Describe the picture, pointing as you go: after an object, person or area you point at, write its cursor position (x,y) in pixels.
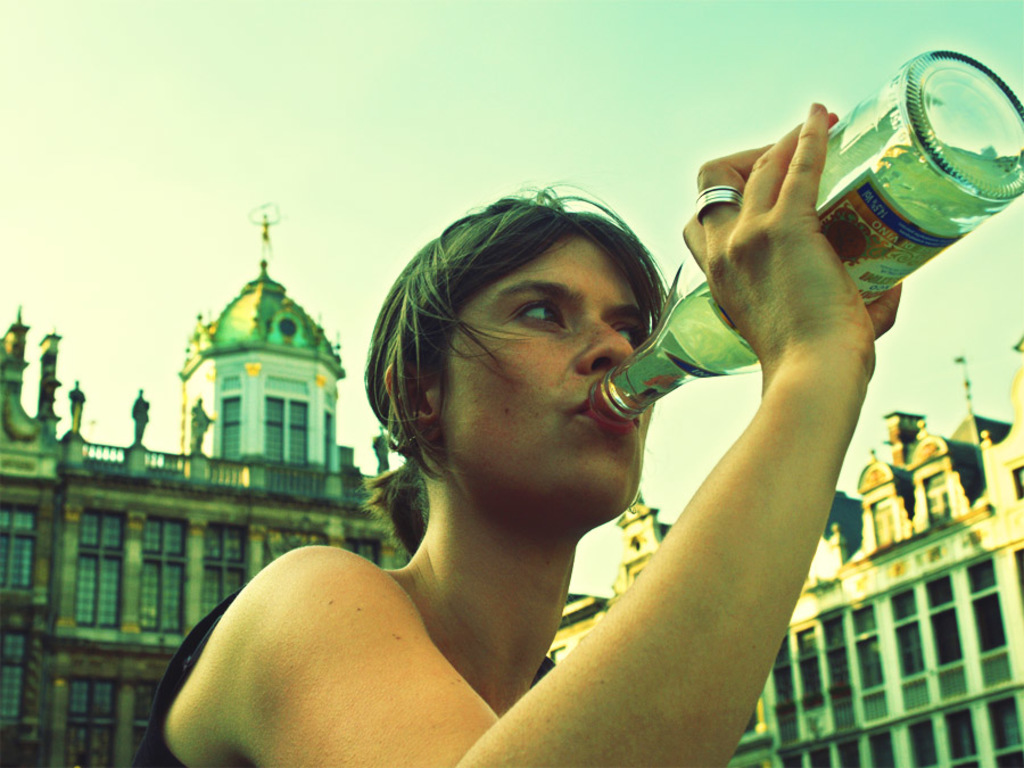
In this picture we can see one woman (601,373) is standing and she is holding a bottle (961,152) and she is drinking a liquid (718,343) which is contained in the bottle (646,392) and back side we can see the buildings (982,572) Sky (361,134).
